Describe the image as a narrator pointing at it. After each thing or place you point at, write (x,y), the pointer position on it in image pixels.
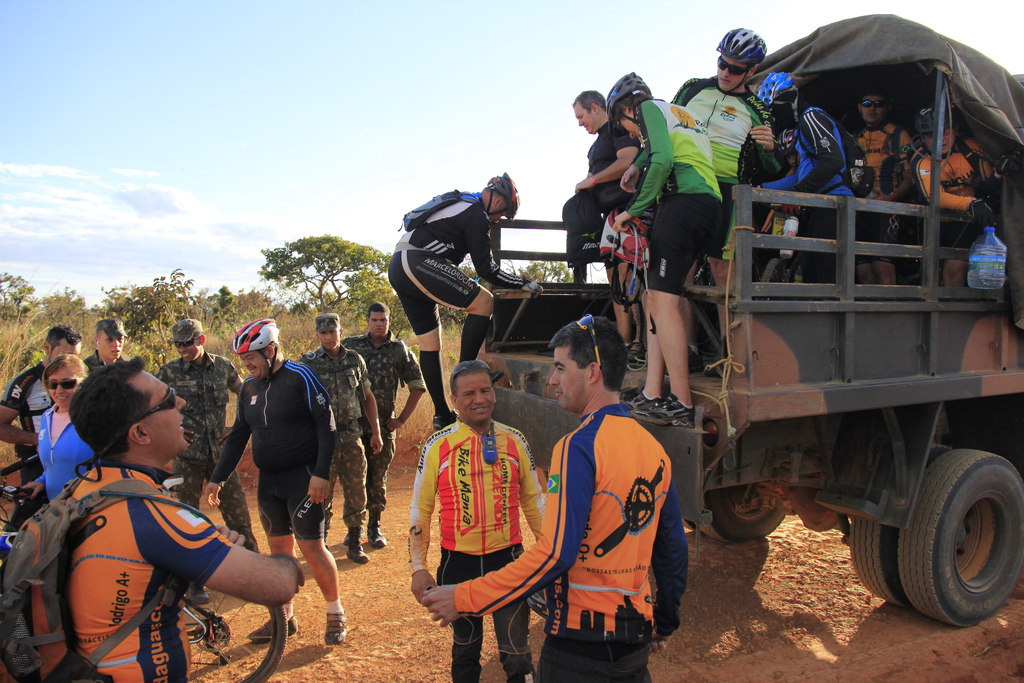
In this picture we can see a vehicle (780,508) with some people (601,158), water can (986,265) on it and some people (369,361) standing, bicycle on the ground (336,549) and some people (305,424) wore helmets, caps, goggles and smiling and in the background (318,157) we can see trees (206,317), sky (389,158).
